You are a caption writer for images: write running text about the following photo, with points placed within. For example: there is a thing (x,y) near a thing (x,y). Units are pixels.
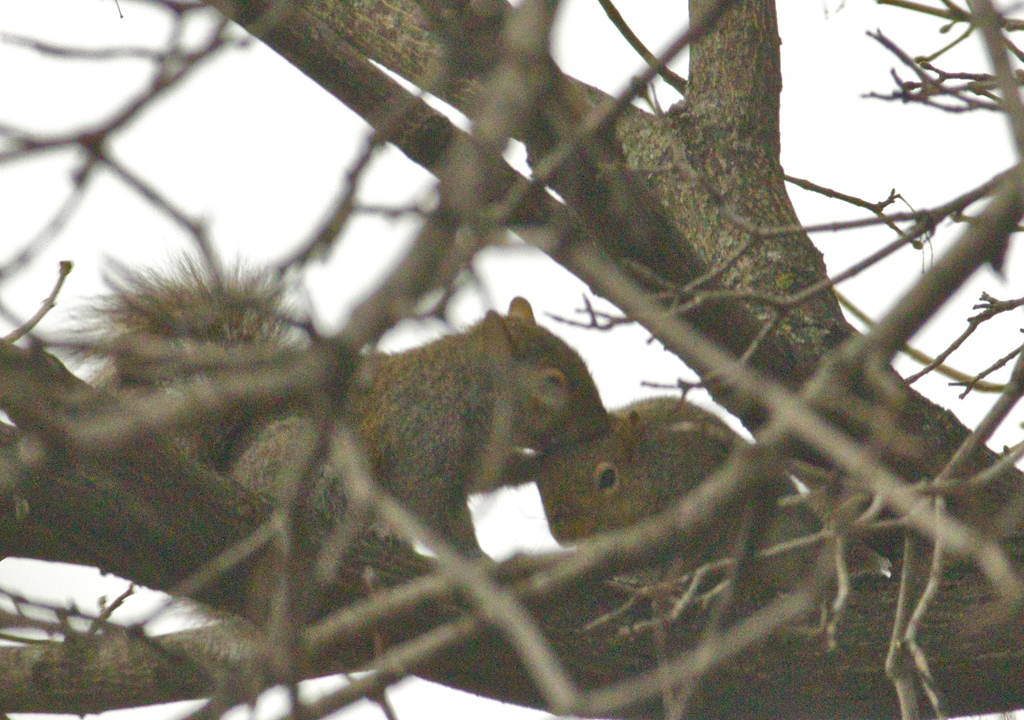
In this image we can see two squirrels (394,455) on branch (200,515) of a tree (843,399). In the background (883,228), we can see some trees (411,646) and the sky (265,191).
